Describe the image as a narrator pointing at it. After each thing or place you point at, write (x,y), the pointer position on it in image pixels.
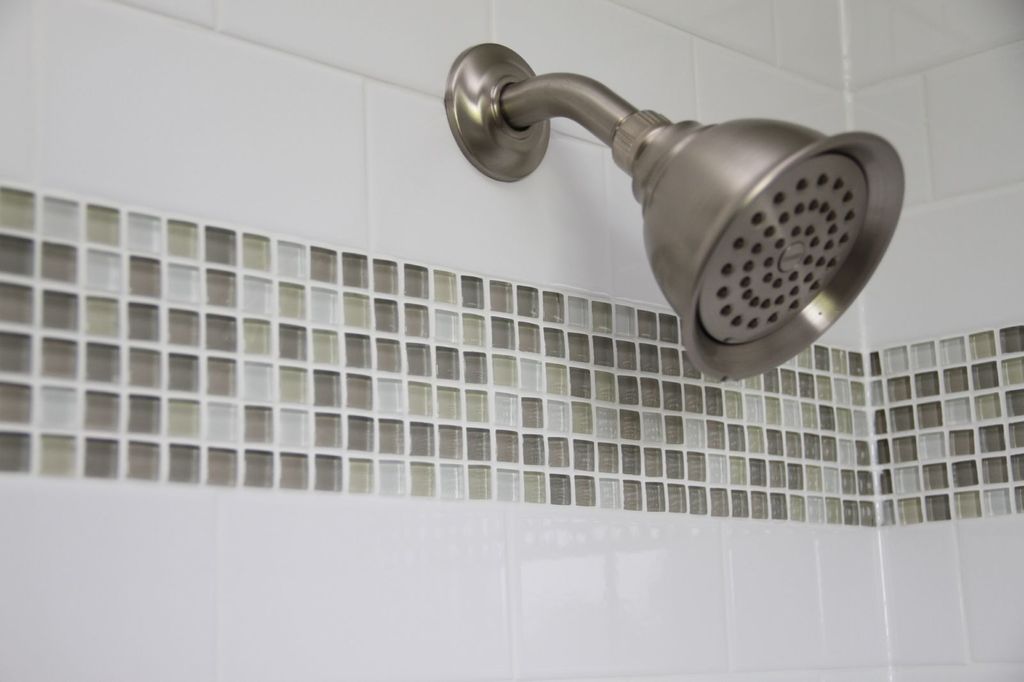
We can see shower (530,109) and wall (297,251).
